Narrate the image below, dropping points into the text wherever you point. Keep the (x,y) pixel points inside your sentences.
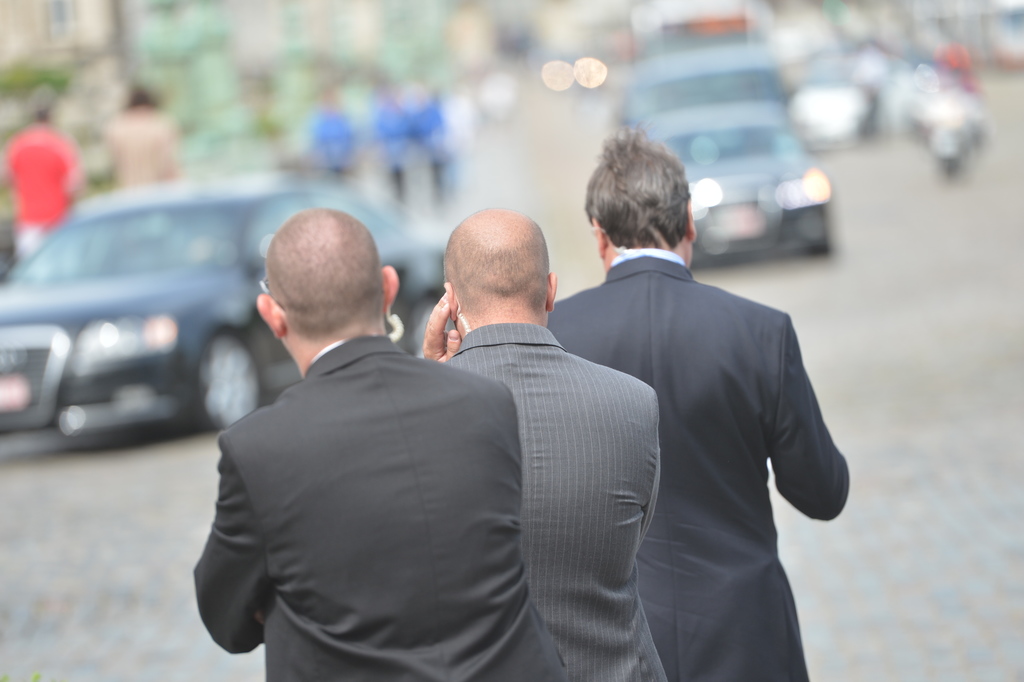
In the picture we can see three people (550,435) at the bottom of the picture (706,468). In the background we can see people (927,109), trees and buildings (124,79). There are some vehicles (70,351).
